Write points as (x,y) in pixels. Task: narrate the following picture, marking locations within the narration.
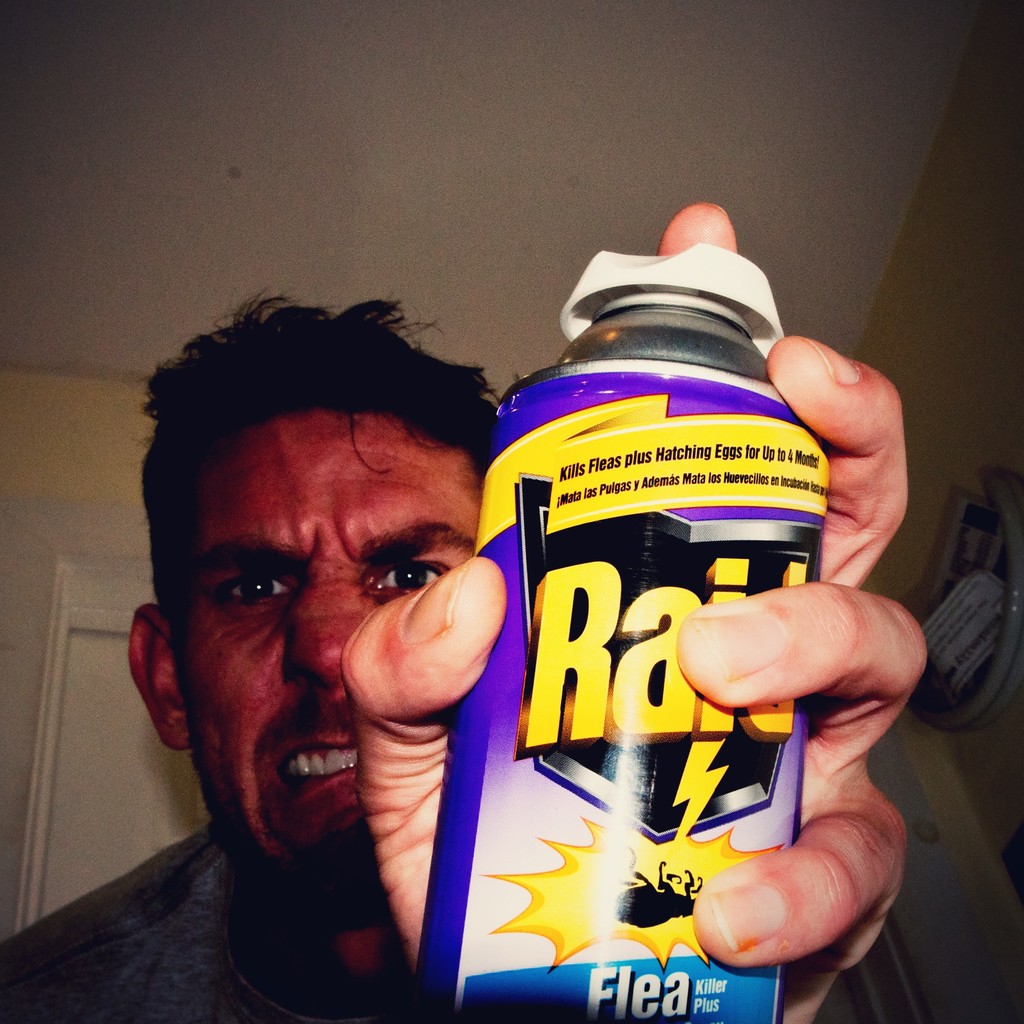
In the image a person (85,1008) is holding a tin (802,481). Behind him we can see a wall (940,238). At the top of the image (65,314) we can see the ceiling (11,35).
